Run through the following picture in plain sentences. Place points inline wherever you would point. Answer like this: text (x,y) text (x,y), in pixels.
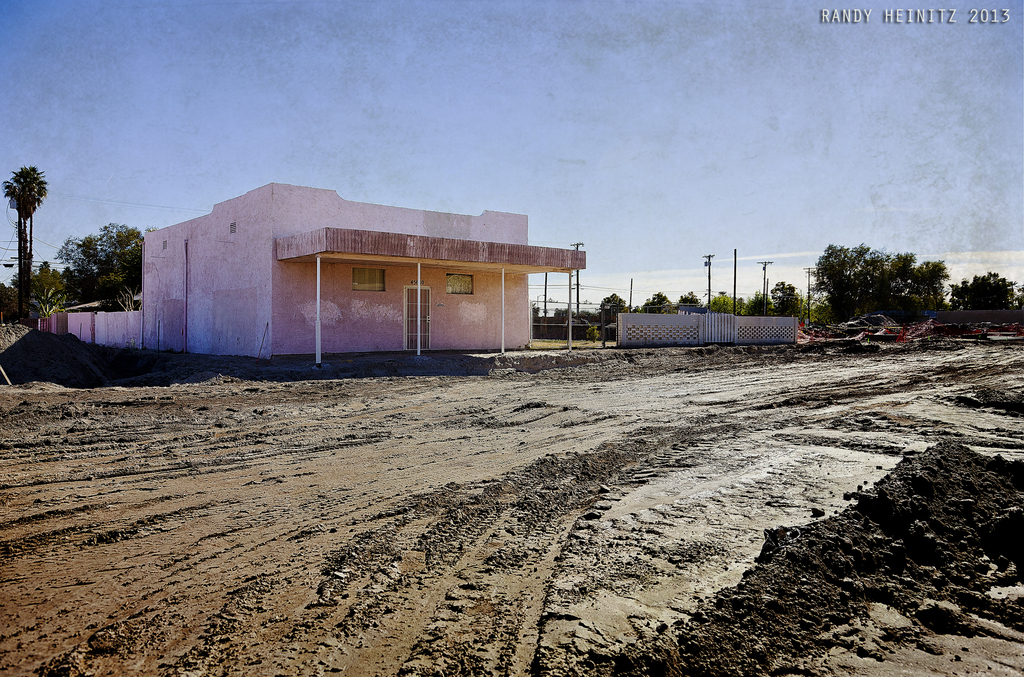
In this image we can see a building (477,326) and there is a wall (646,329) which looks like a compound wall (701,324) and we can see the mud surface (664,348). There are some trees (724,303) and poles (736,271) and at the top (191,155) we can see the sky (757,151).
